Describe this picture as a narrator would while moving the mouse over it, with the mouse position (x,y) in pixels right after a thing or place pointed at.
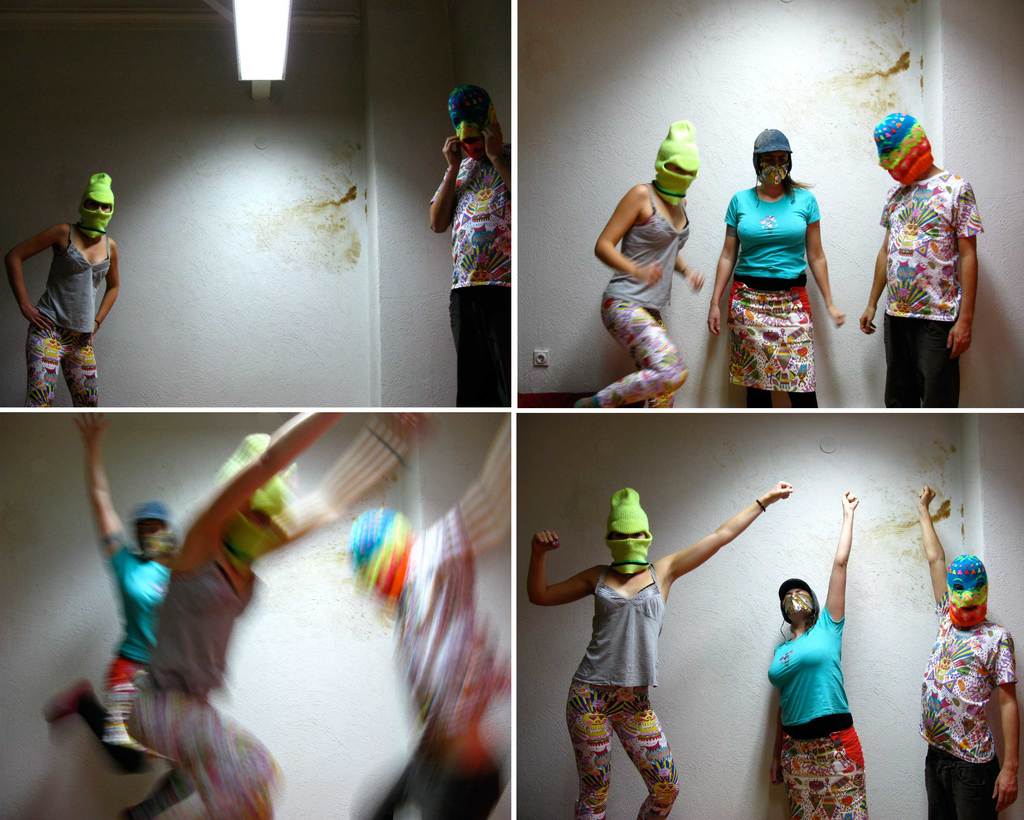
This image looks like an edited photo in which I can see a group of people (739,382) wearing masks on their faces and lights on a wall (534,367).
